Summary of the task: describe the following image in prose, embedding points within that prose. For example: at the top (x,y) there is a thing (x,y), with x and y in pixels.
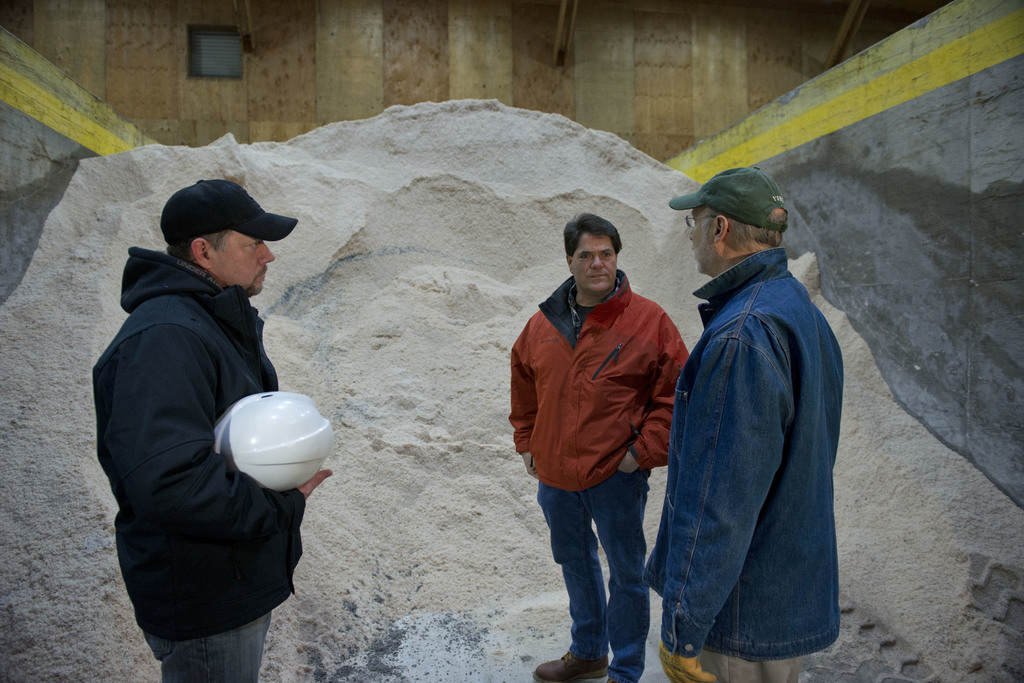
In this image we can see three persons (228,379). Here we can see two persons (549,456) on the right side (727,416). They are wearing jackets (682,399). Here we can see a cap (765,189) on his head (765,189). Here we can see a man (278,523) on the left side (138,382). He is wearing a jacket (206,519) and he is holding a hard hat (283,429) in his right hand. In the background (421,239), we can see the sand (532,158).
